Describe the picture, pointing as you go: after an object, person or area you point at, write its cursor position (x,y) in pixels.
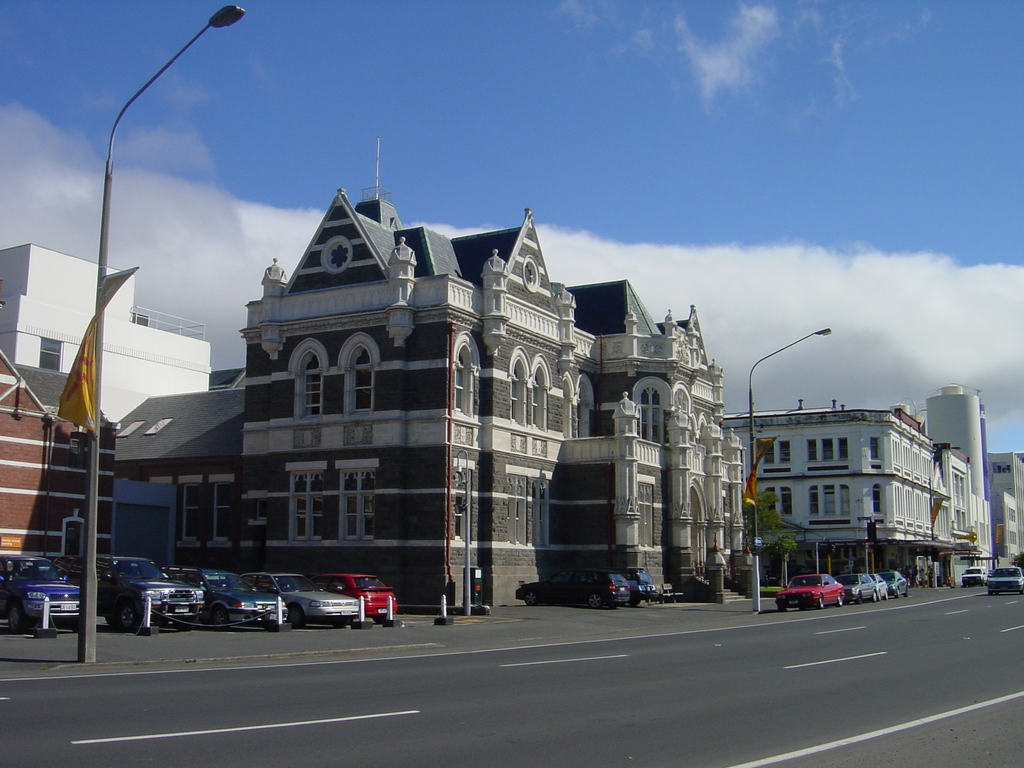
In this image there is the sky (556,105) truncated towards the top of the image (635,102), there are clouds (818,279) in the sky (751,243), there are buildings (415,418), there is a buildings (995,459) truncated towards the right of the image (1005,485), there is a building (42,466) truncated towards the left of the image (36,453), there are poles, there is a flag (91,412), there is a street light (225,19), there is road (701,696) truncated towards the bottom of the image (377,726), there are vehicles (828,590) on the road (815,618).
